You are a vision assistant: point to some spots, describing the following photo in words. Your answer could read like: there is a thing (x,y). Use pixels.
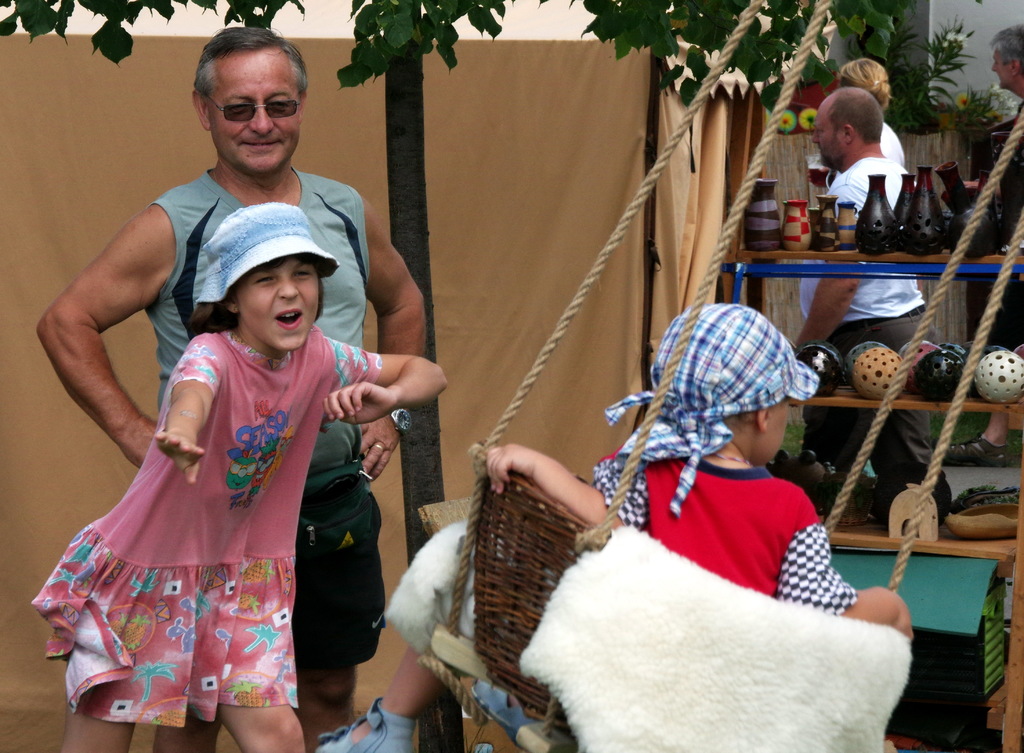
This picture shows few people (1015,326) standing and we see a girl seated on the rope cradle (542,558) and we see another girl (221,395) on the side and we another man (145,218), He wore sunglasses (274,107) and we see trees (661,16) and buildings (984,28).
